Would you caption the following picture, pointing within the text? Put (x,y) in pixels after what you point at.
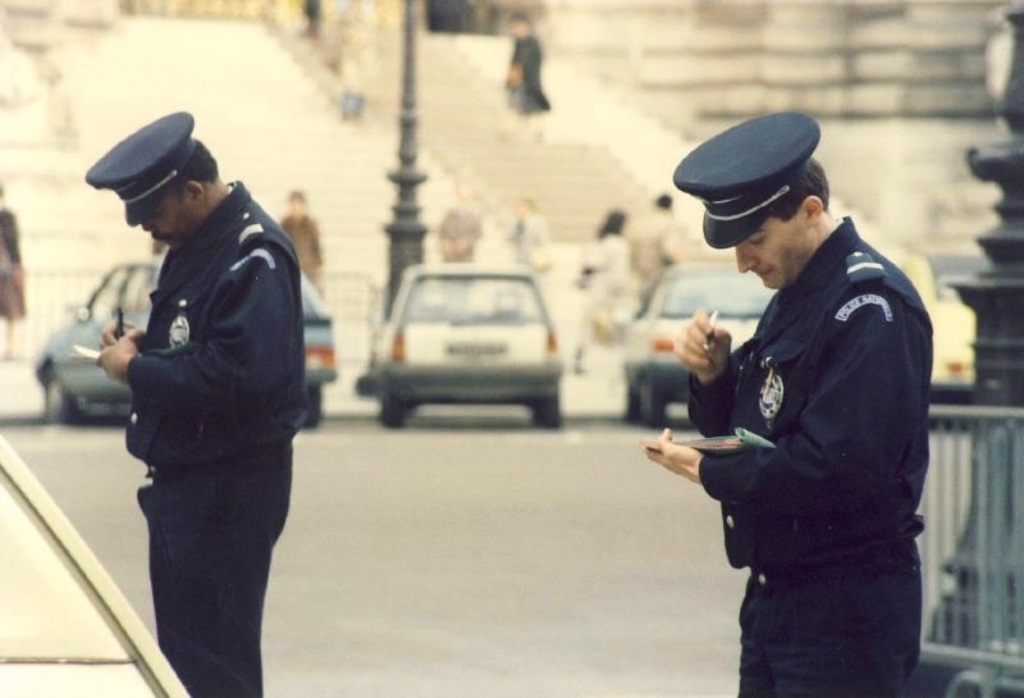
In this image, there are a few people (457,256) and vehicles (477,373). We can see the ground (377,538). We can see some poles (992,287) and an object (959,461) on the right (970,482). We can see some stairs (426,128) and the wall (658,40).
